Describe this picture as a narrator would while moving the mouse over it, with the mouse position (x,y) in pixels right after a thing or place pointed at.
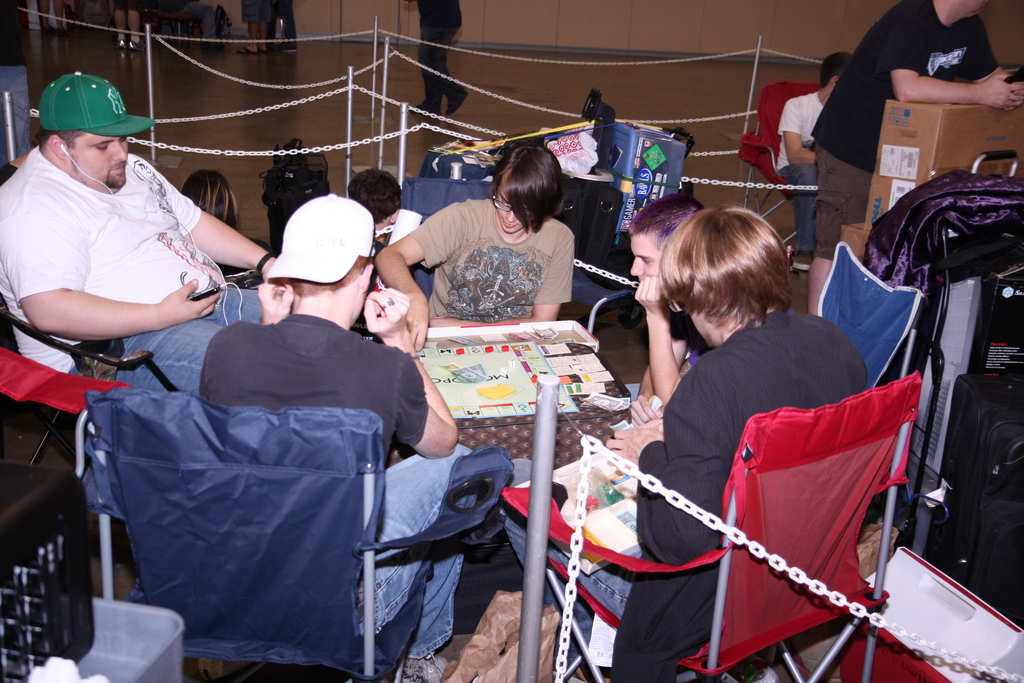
In this image we can see few people (666,358) sitting on chairs (187,462). There are chains (259,149) with poles (546,414). Also there are cardboard boxes (888,192). And there is a table (510,452) with some items (499,366). Also there are few other people (441,12). Some are wearing caps (140,123). One person (176,275) is holding a mobile (195,300).
